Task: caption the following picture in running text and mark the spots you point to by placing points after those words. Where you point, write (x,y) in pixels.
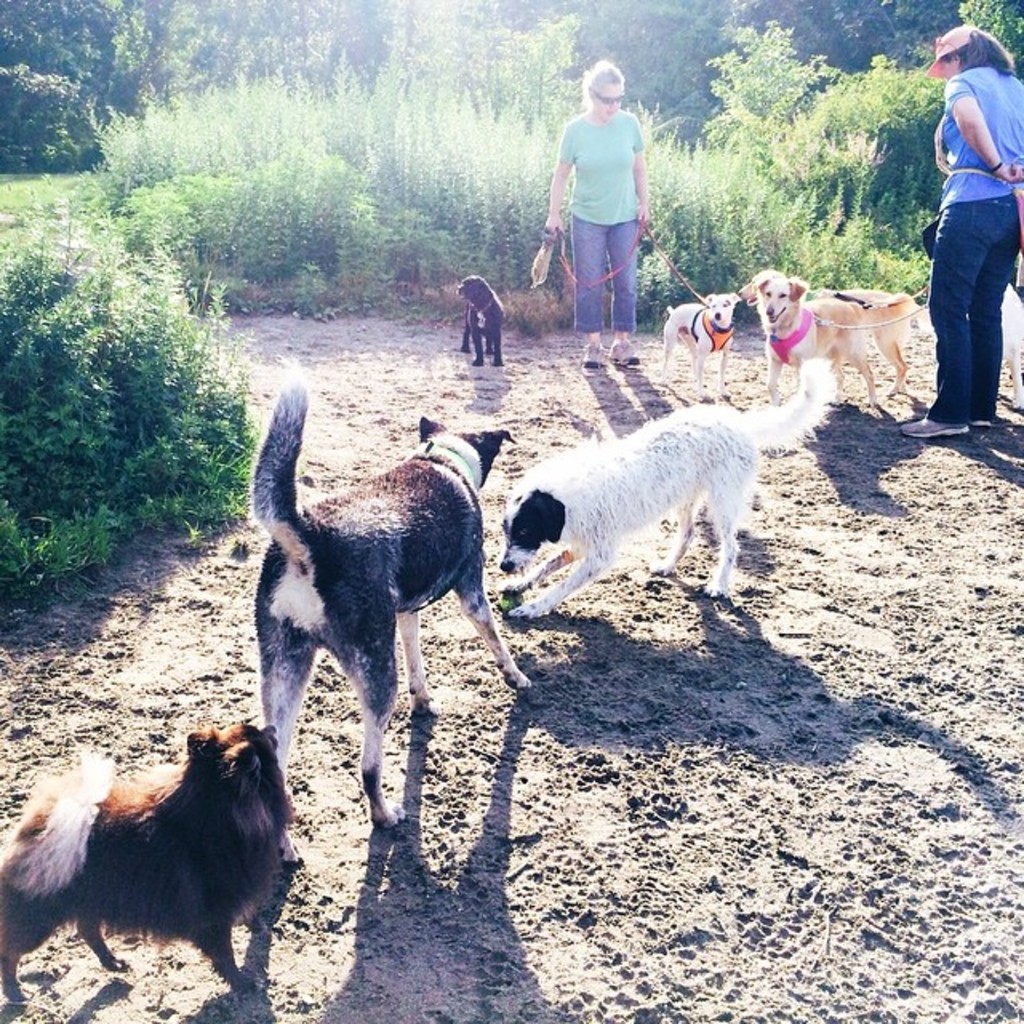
In this picture we can see couple of dogs (619,529) and women (1007,208), and few dogs (889,330) are holding by two women (1007,208), and also we can see couple of trees (67,145).
